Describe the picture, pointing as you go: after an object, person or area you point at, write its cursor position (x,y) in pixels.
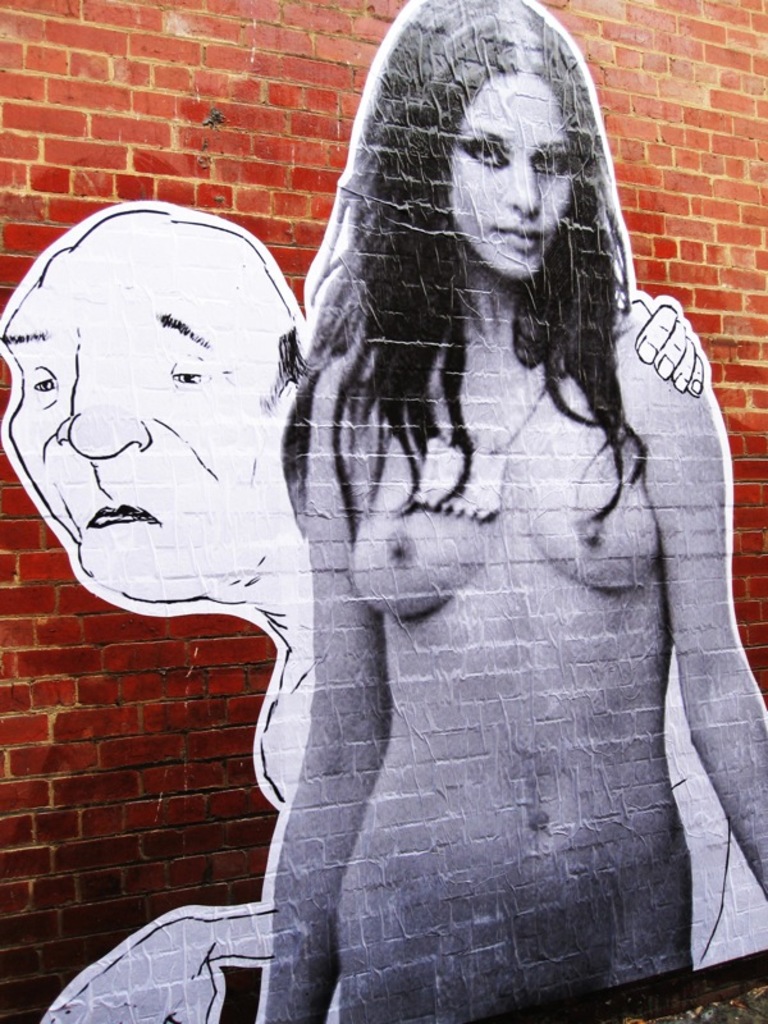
In this image, we can see posters (433,184) of people (359,381) on the wall (148,759).
